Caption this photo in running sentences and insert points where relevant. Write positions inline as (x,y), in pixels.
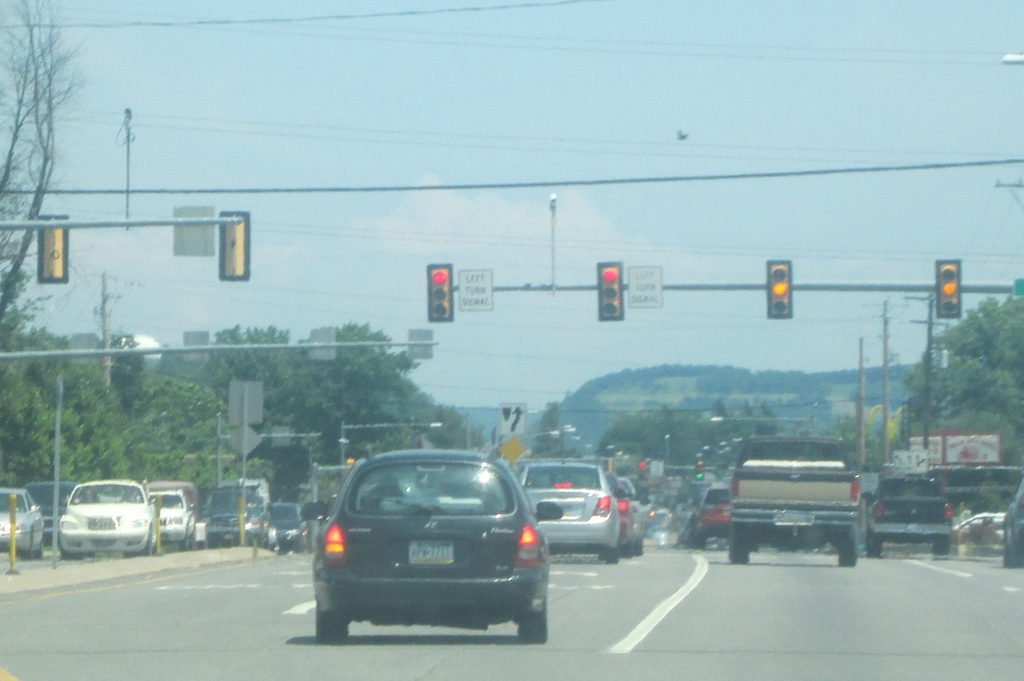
In the image there is a road (150,614) and there are a lot of vehicles (595,514) on the road (201,595), there are few traffic signal lights (775,310) to the poles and around the road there are many trees (227,410).
